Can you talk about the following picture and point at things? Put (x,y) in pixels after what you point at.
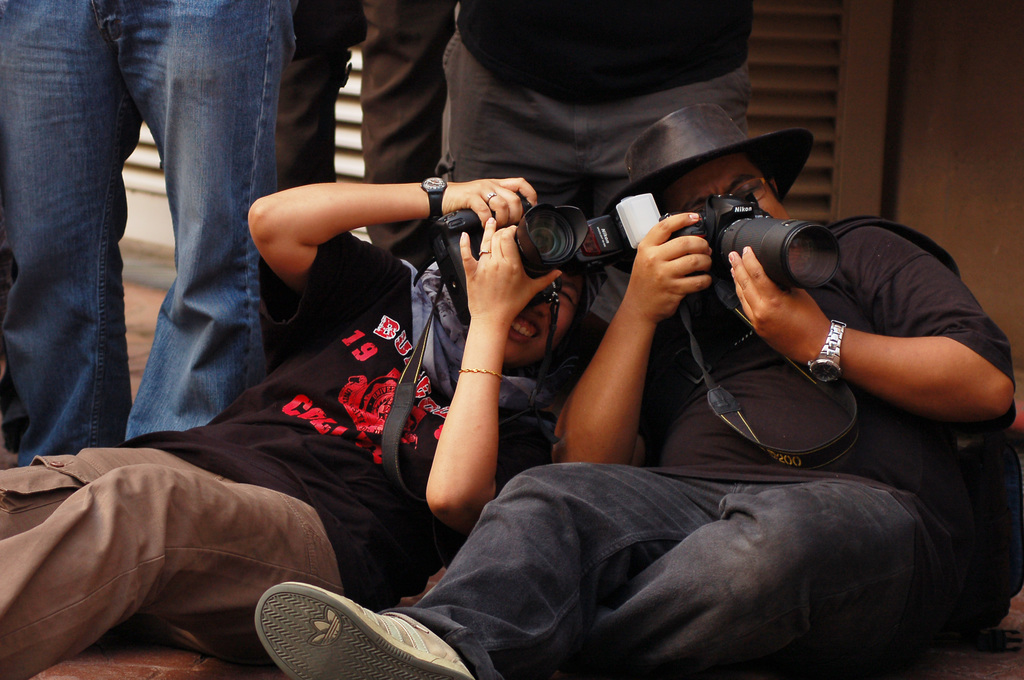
In this picture we can see two persons (725,359) sitting and holding cameras (580,239) in their hands (666,292) and taking snap. They both wore watches (829,357) to their hands (791,336). Behind to them we can see persons (512,108) standing.
